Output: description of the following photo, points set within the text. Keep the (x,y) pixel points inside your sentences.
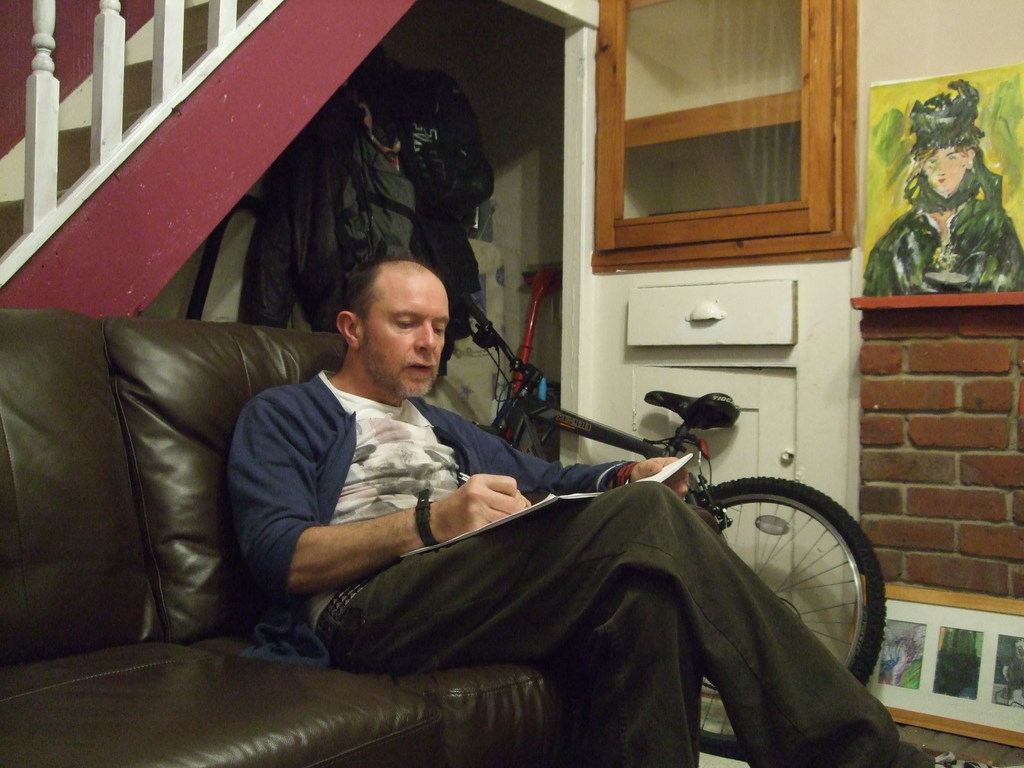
Man (416,545) sitting on the sofa (290,763) near the bicycle (846,547) and on the wall (896,79) there is painting (930,214) and the shelf (712,176).
